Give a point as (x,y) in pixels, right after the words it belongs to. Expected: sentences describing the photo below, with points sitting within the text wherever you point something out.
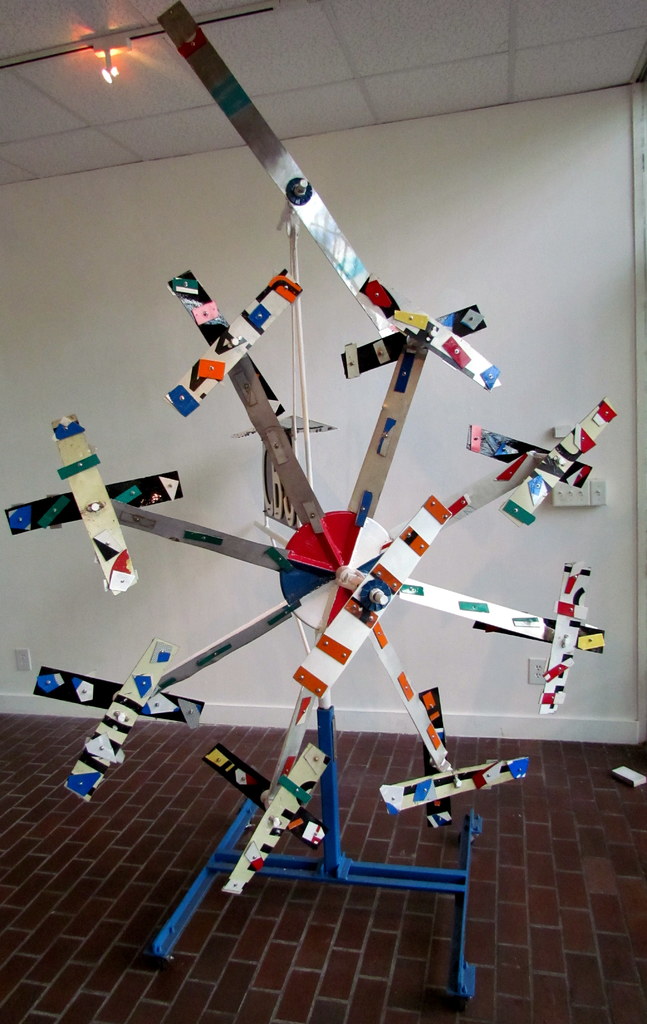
In the center of the image (310,550) we can see a some object (340,584). In the background of the image (326,377) there is wall (141,251). At the top of the image (152,128) there is ceiling (126,74) with light (102,71). At the bottom of the image (179,971) there is floor (243,948).
